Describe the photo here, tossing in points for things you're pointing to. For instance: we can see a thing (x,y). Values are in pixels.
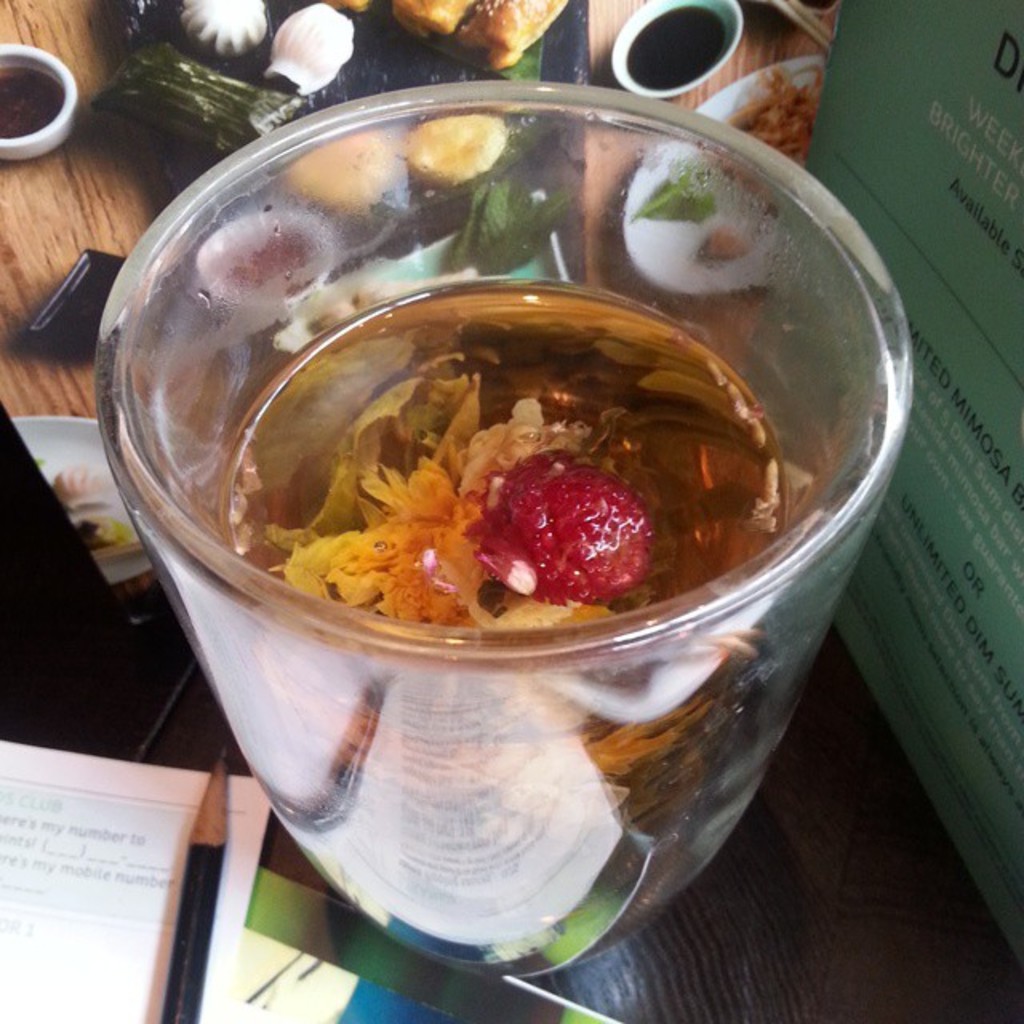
In this picture I can see the brown color surface (38,658) on which there is a pencil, a paper (162,787), a cup (217,464) in which there is liquid (355,410) and I see yellow and red color thing (498,528). On the right side of this picture (993,91) I can see a green color thing (918,234) on which there are words (984,567) written. In the background (202,96) I can see different types of food items (494,18).
